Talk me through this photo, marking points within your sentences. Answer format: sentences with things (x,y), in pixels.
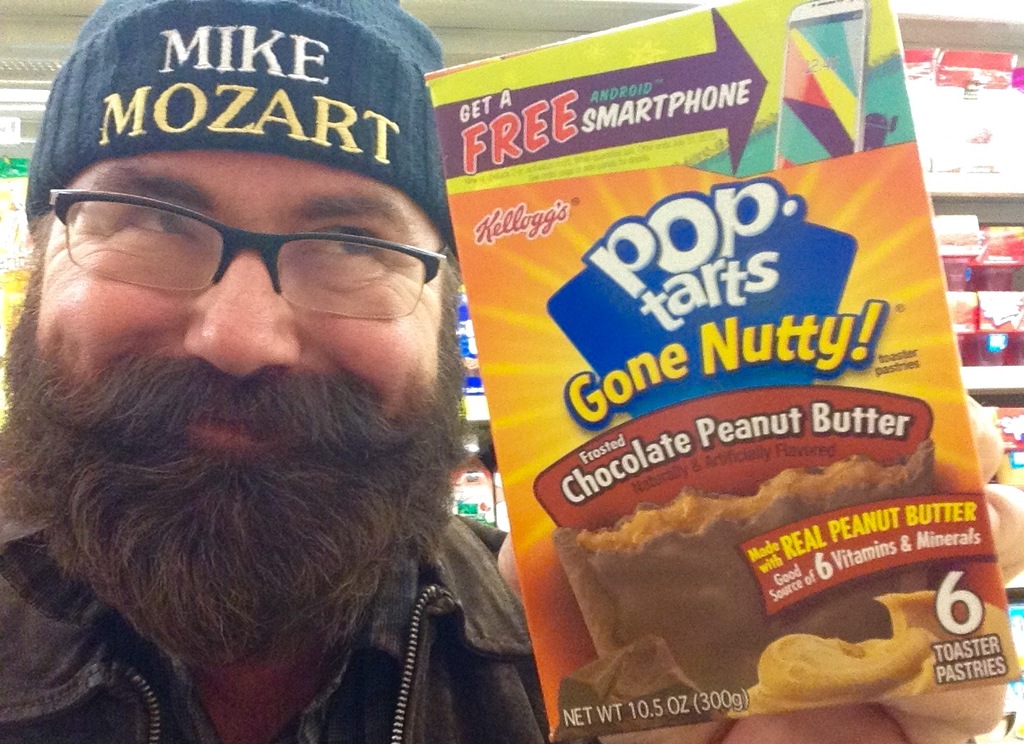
In this image we can see a man (215,423) holding a packaged good (740,521) in his hand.
